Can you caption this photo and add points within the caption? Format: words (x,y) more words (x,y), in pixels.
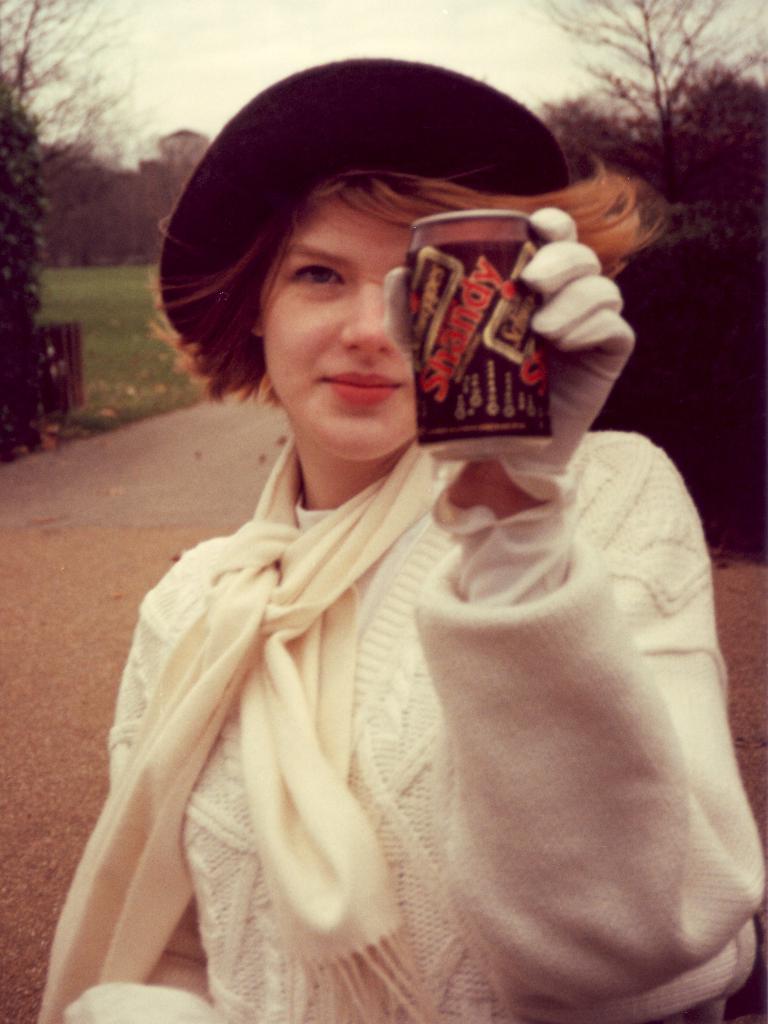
A woman (136,670) is wearing a hat (498,116) and also holding a tin (503,216) her hand (608,359).
